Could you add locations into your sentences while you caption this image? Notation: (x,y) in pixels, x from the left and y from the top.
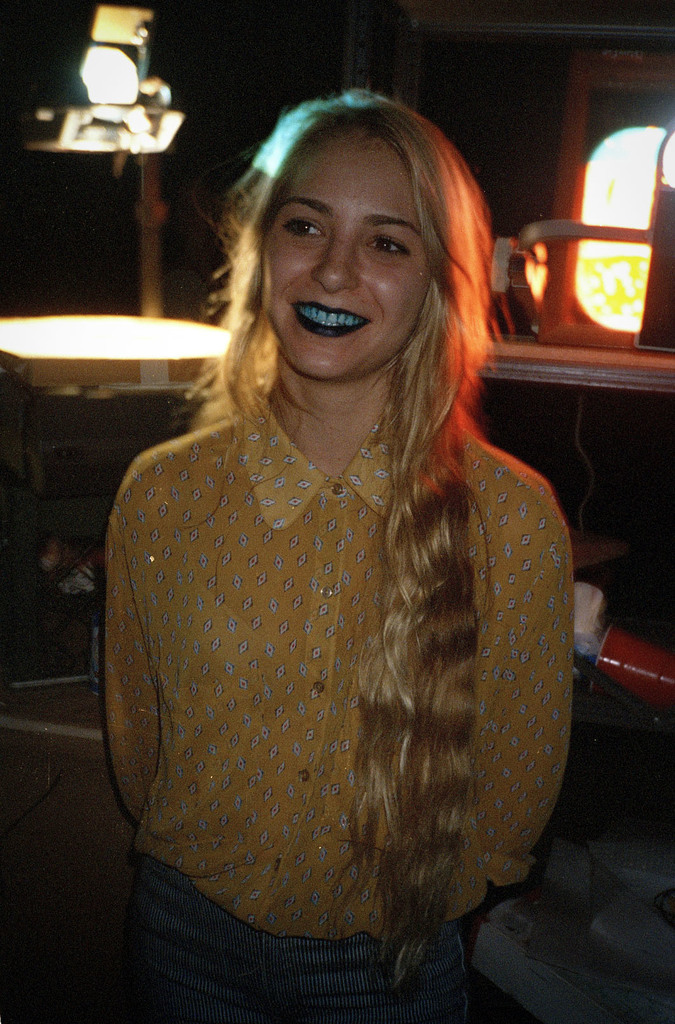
In this image, we can see a woman (500,484) standing and she is smiling, in the background (93,138) we can see a light (104,142).
